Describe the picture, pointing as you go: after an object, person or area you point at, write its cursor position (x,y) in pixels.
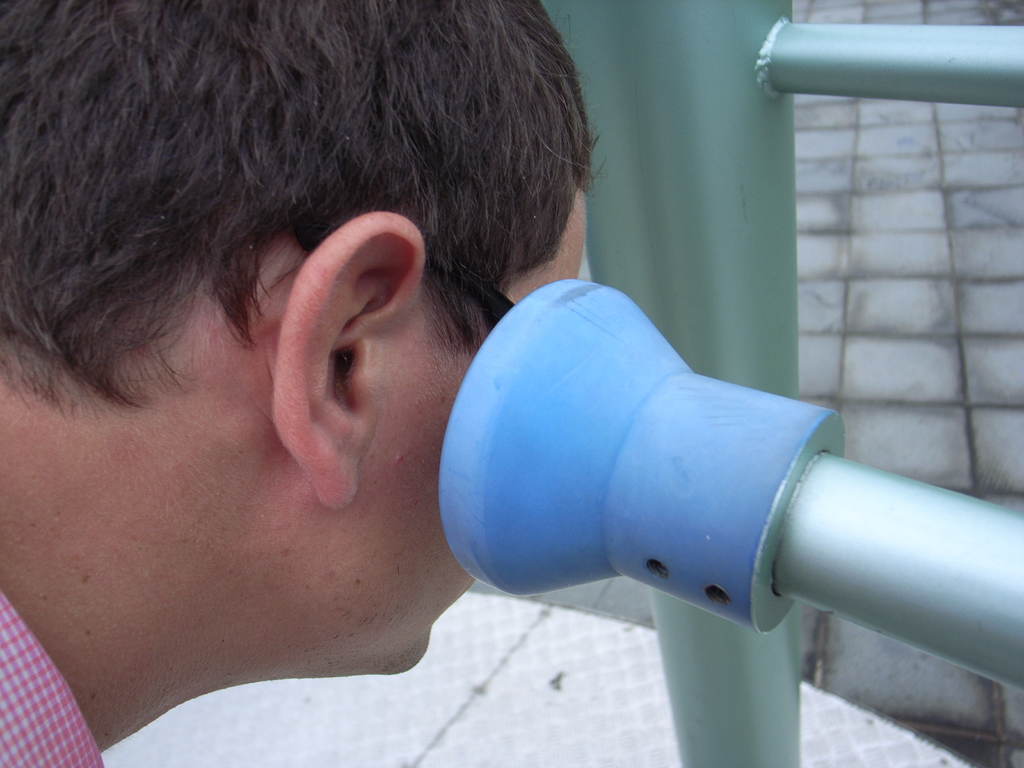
In the foreground of the picture (718,429) there is an iron frame (680,234). On the left (168,160) we can see a person's face (433,515). At the bottom (378,702) it is floor (855,703).
